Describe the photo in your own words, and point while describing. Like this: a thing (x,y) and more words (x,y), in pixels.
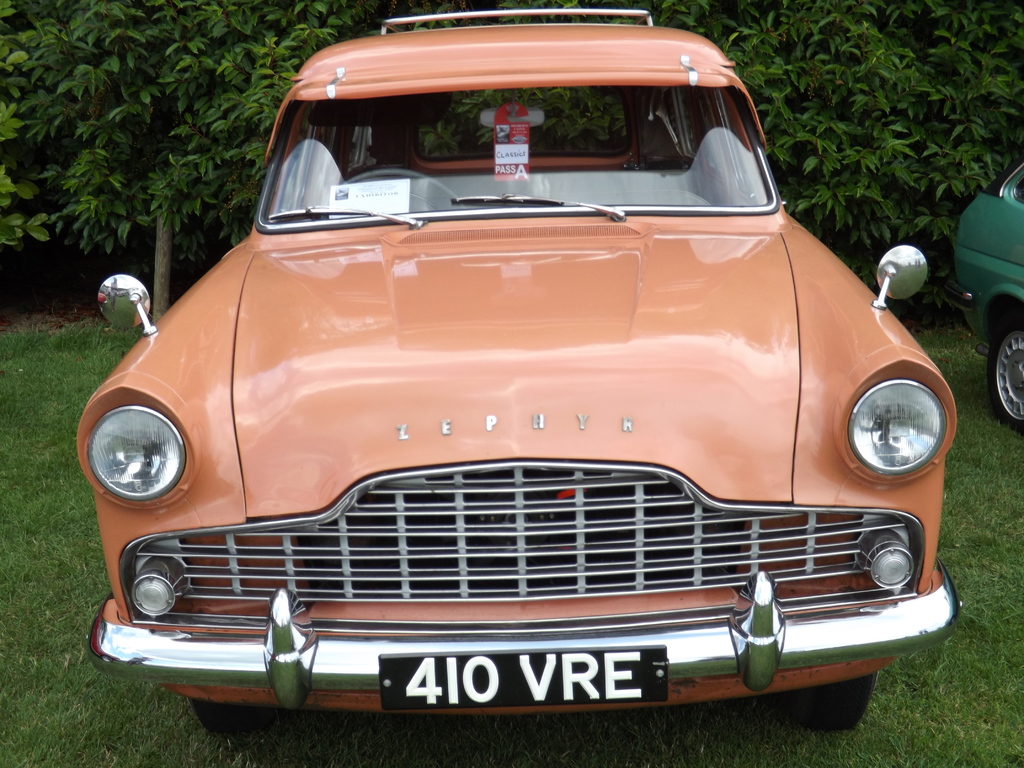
In this image at front (900,524) there are cars (581,537) on the surface (95,723) of the grass (71,612). At the background (218,170) there are trees (869,109).
